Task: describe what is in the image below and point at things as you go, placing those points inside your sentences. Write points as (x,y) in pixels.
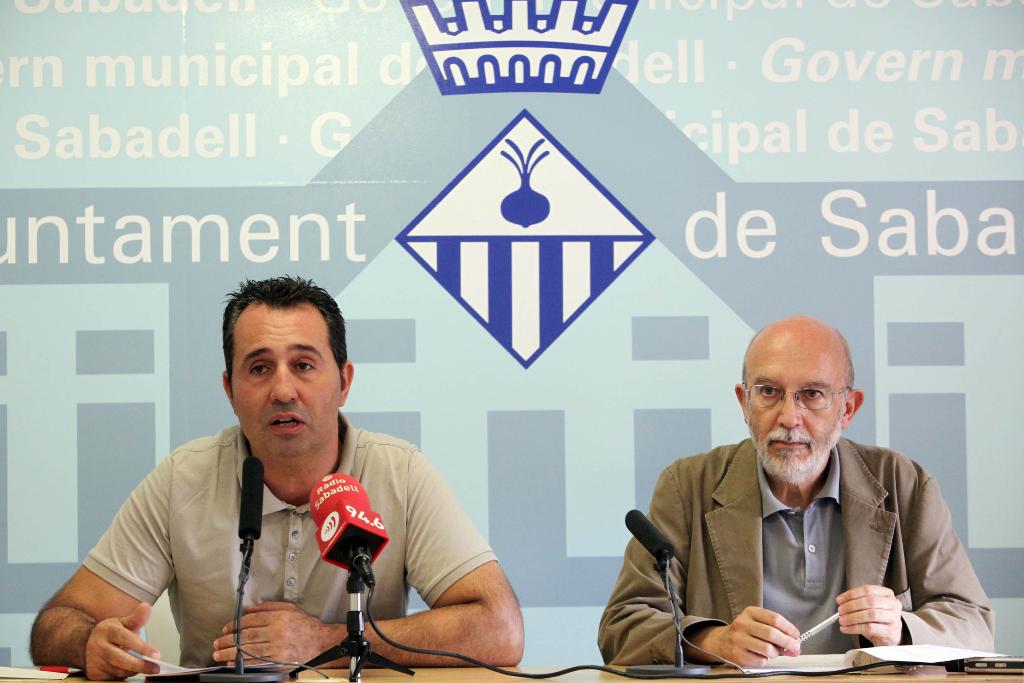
In this image there are two persons (328,568). They are men (414,498). In the right side of the image (797,504) a man (746,536) is sitting on the chair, holding a pen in his hands (783,644). In the left side of the image (248,441) a man (417,499) is sitting on the chair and talking in mic (262,479). In the background (257,109) there is a banner (456,155) with text (227,221) on it.
